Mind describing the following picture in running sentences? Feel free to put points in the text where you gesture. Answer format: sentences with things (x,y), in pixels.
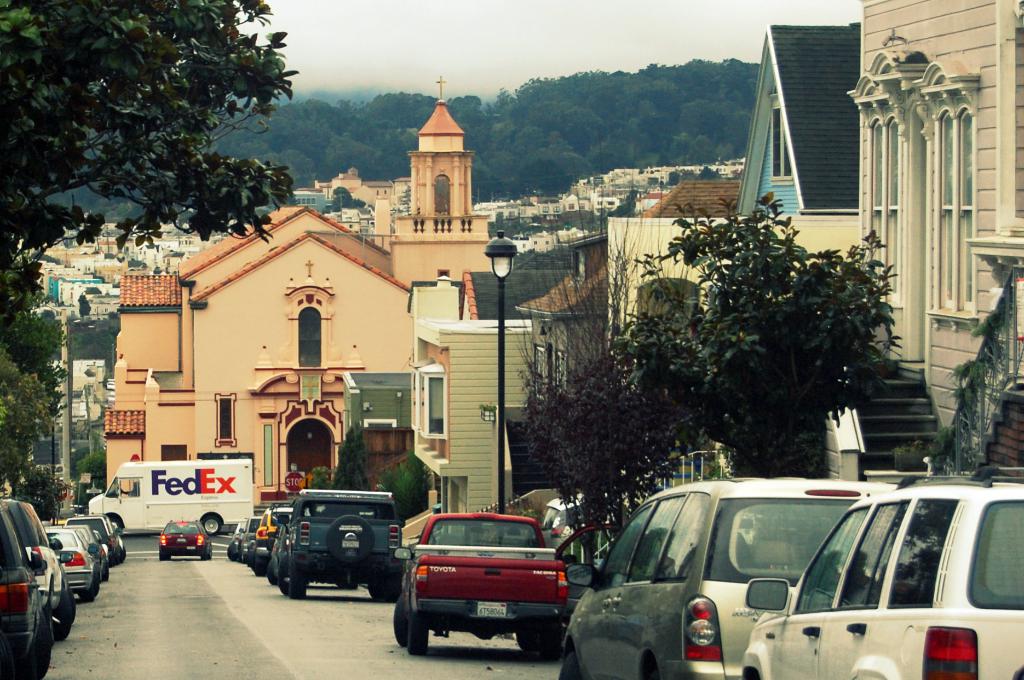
In this image, there are some vehicles (453,530) on the road (190,617). There is branch (99,43) in the top left of the image (123,66). There are some buildings (442,206) and pole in the middle of the image (483,292). There is a sky (530,70) at the top of the image (502,57).
